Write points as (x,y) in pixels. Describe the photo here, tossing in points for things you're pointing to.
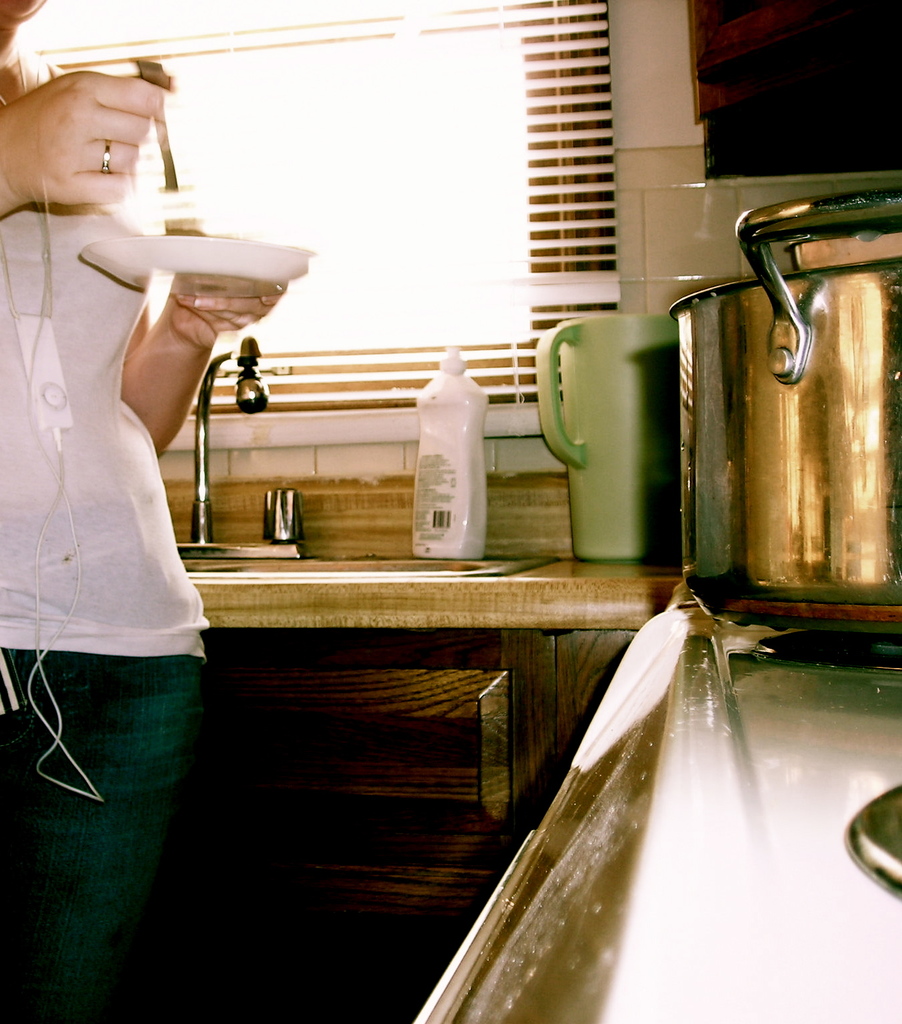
This person (145,310) is standing and holding a plate (149,280). On this platform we can see container (887,448), mug (639,516) and bottle (425,472). This is stove (678,711). In-front of this window (340,283) there is a sink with tap (244,406).
